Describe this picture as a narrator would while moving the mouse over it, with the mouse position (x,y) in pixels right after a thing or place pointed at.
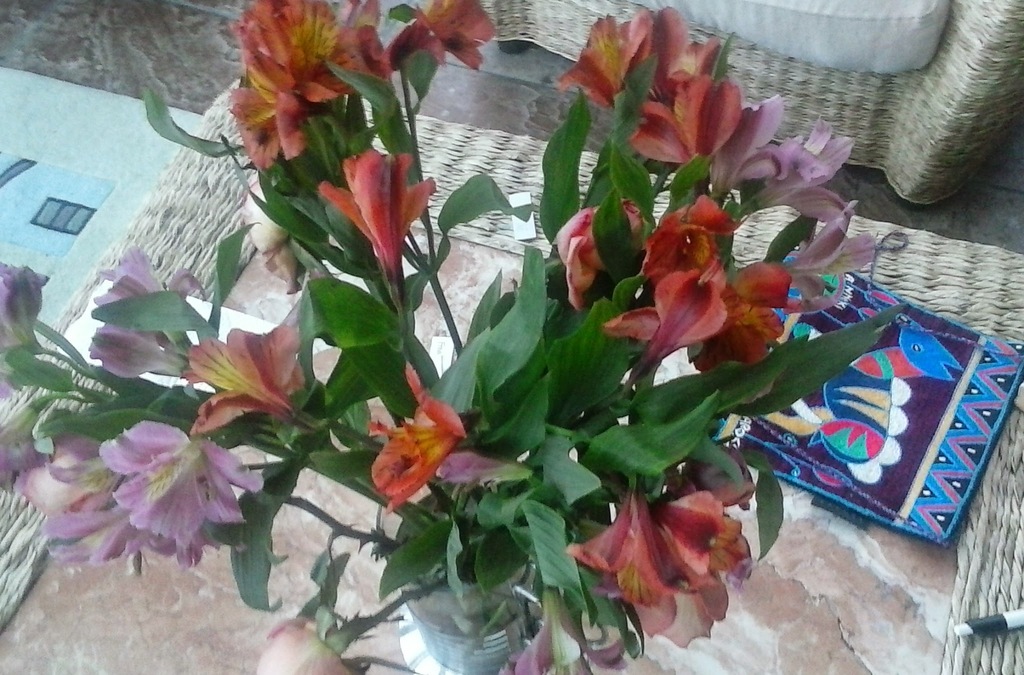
As we can see in the image there is a bag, different colors of flowers (340,44), bag (884,494) and sofa (820,58).
